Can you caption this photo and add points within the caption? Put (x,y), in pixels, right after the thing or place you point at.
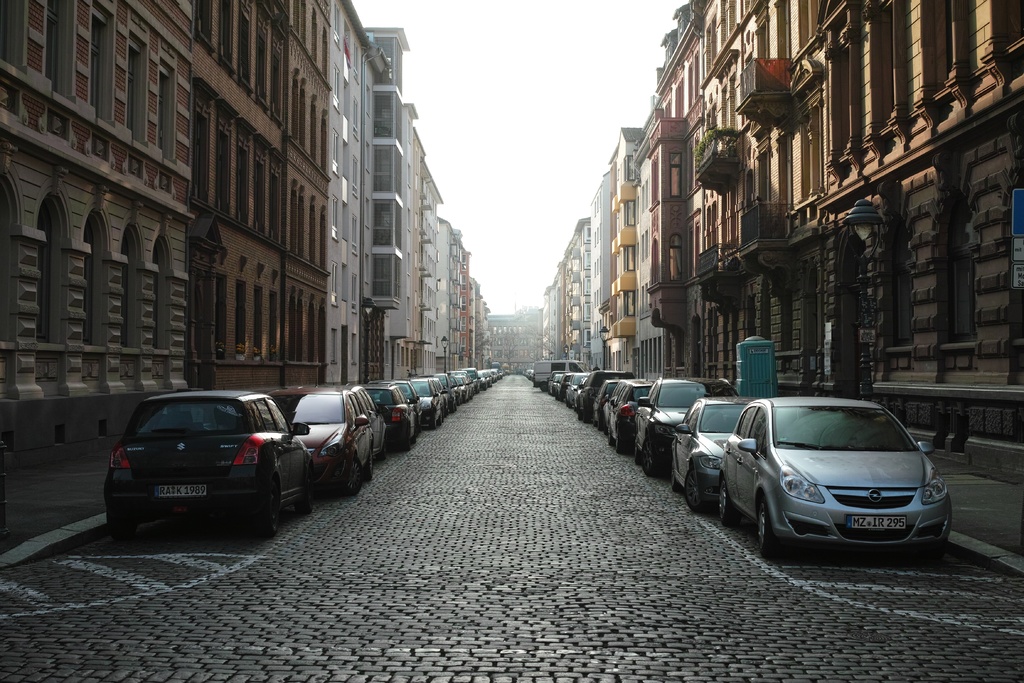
Many cars (369,406) are parked. There are buildings (1000,348) on the either sides of the road (526,412).
